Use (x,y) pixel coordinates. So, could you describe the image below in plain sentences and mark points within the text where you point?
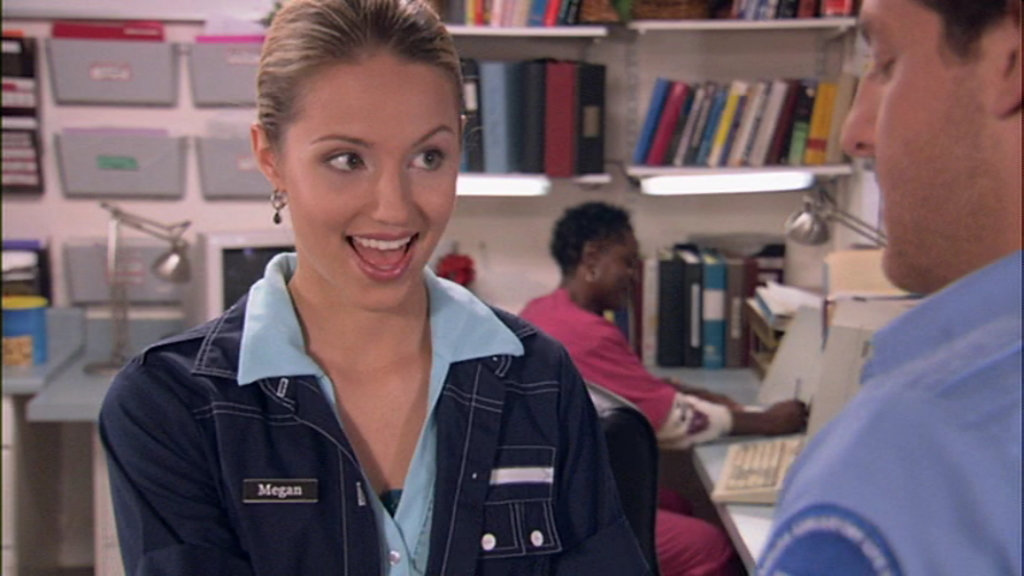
This is the woman (385,499) standing and smiling. Here is another woman (624,373) sitting. These are the books (530,115), which are placed in the racks (691,171). I can see a study lamp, monitor (239,257), keyboard (761,467) and few other objects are placed on the table (725,441). On the right side of the image (824,467), I can see a person (942,445) standing.
